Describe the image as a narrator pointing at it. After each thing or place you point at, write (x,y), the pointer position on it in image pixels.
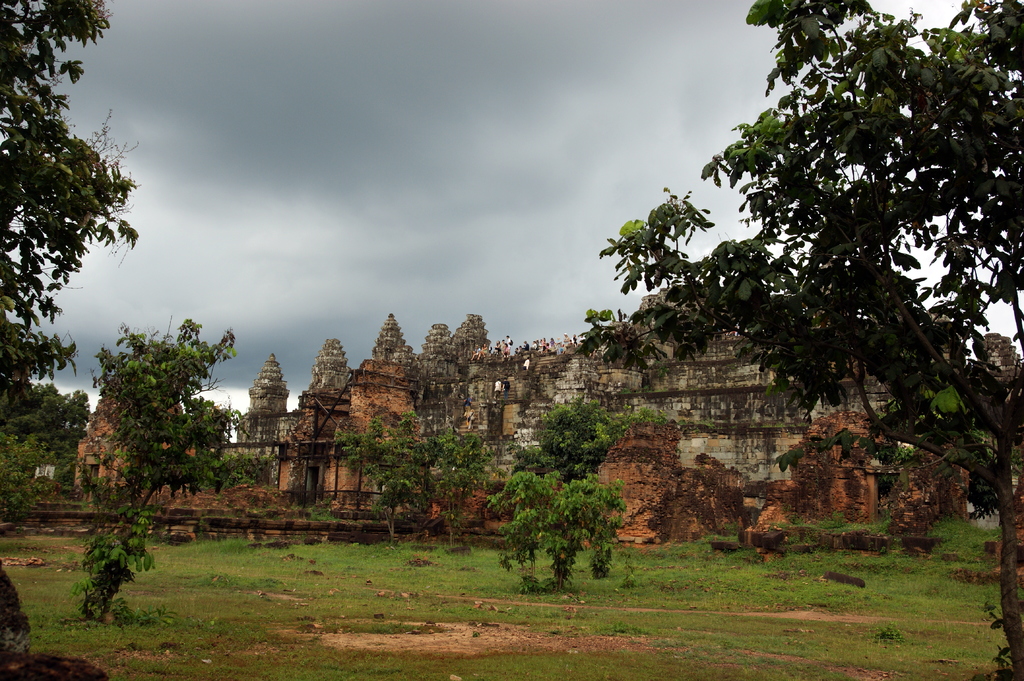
In this picture I can see number of trees (616,355) and grass (240,619) in front (199,424) and in the middle of this picture (401,419) I see the buildings (749,382). In the background (614,77) I see the cloudy sky (373,181).
